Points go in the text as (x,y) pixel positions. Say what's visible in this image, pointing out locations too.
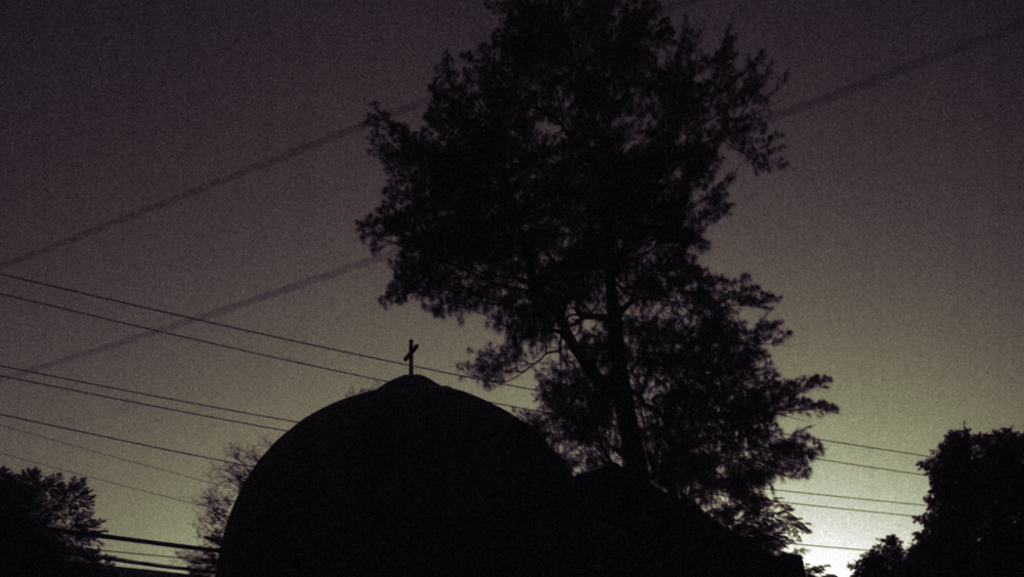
In this picture, it is looking like a dome (372,459) and on the dome (394,402) there is a holy cross symbol (410,367). Behind the dome (290,479) there are cables (130,442), trees (591,279) and the sky (857,229).
